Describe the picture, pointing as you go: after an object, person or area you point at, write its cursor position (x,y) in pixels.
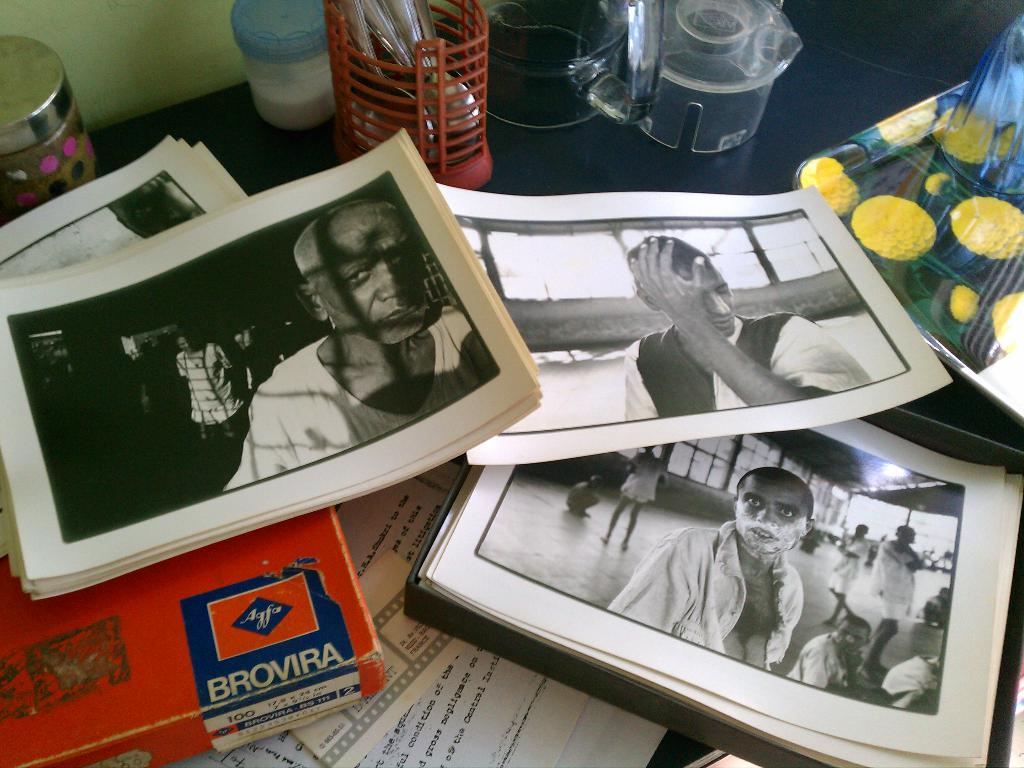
In this image there is a table (971,45). On the table (618,143) there are many papers (648,365), Pens holder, containers (82,134), Glass jars (516,18) and some other objects (1022,176).
